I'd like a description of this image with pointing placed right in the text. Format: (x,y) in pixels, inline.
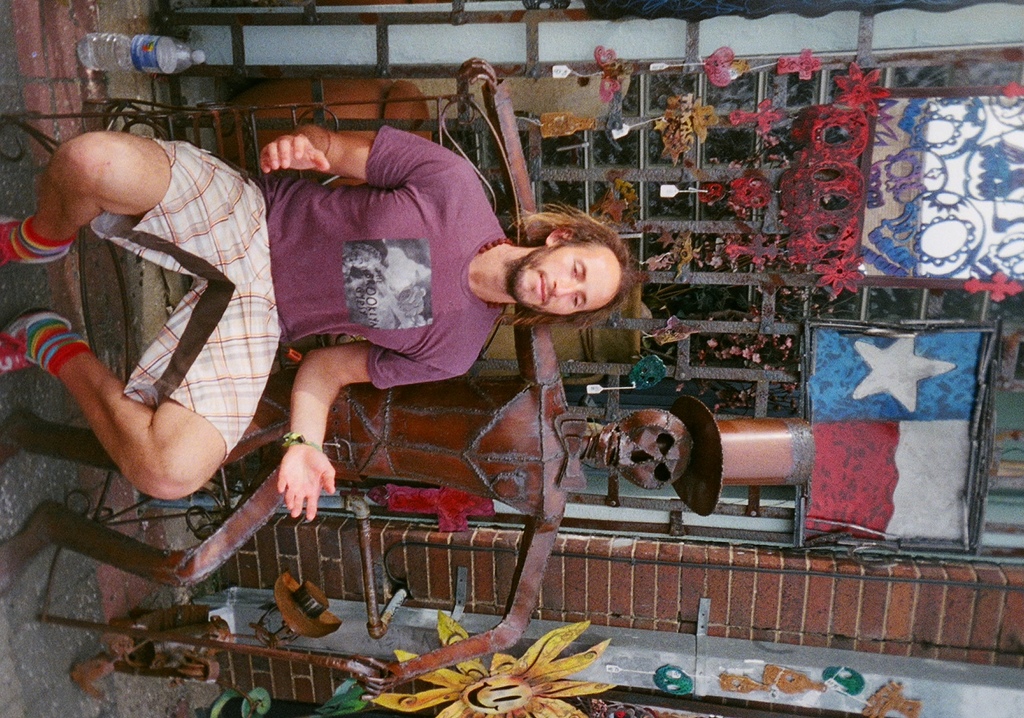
It is the vertical image in which there is a man (241,276) sitting on the bench (134,283). Beside him there is a statue (432,467). In the background (736,254) there is a wall (731,243) on which there are some decorative items (827,225) and boards (860,354).
